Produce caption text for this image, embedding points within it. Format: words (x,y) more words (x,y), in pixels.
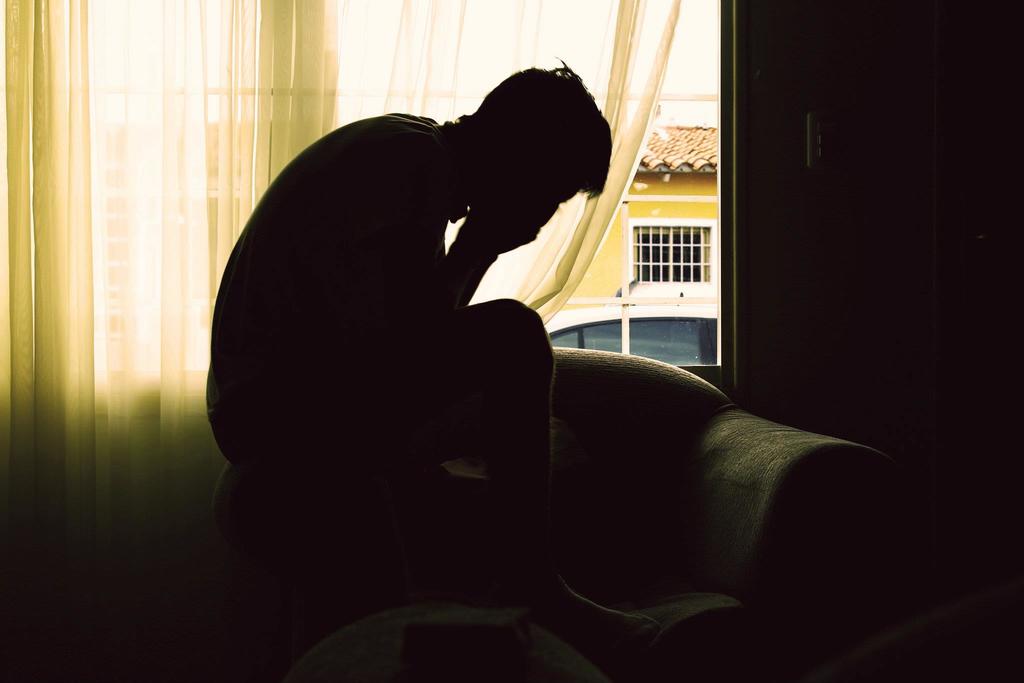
As we can see in the image there is a curtain (160,171) and a man (388,238) sitting on sofa (723,436).
